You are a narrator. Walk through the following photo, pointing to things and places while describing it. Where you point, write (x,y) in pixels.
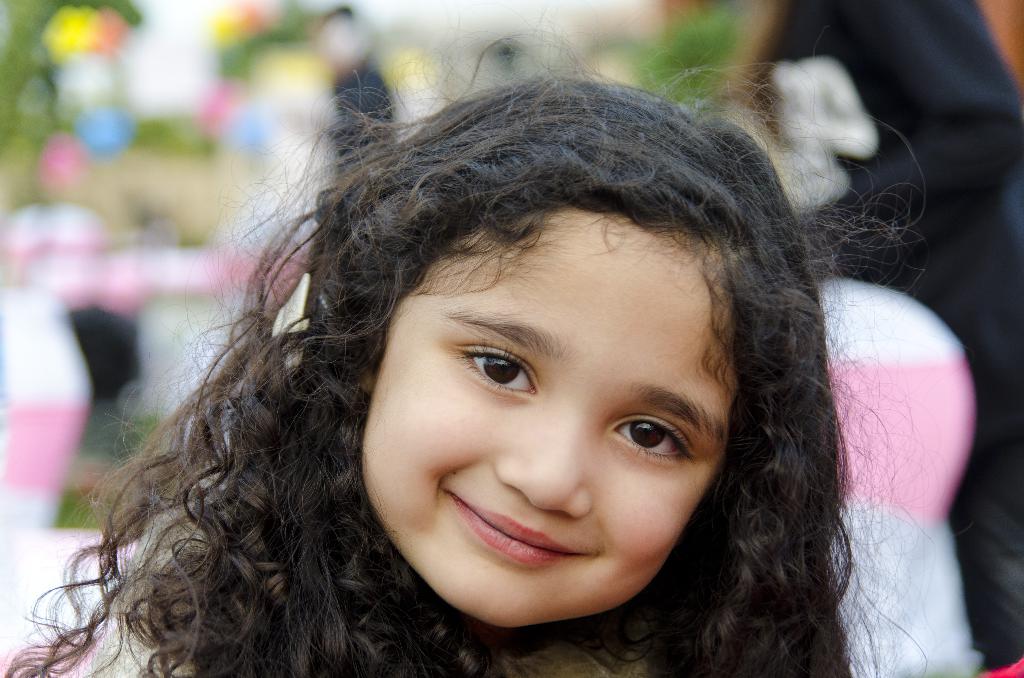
In the picture there is a girl (560,261) laughing, behind the girl (194,670) there is a blur background (20,163).
